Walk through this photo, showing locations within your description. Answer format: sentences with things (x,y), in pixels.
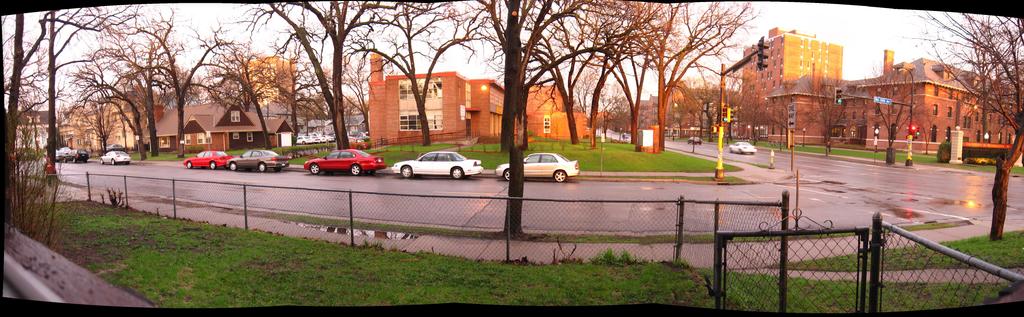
In this image in front (827,264) there is a metal fence (744,248). At the bottom of the image (443,282) there is grass (500,289) on the surface (496,302). In the center of the image (524,172) there are cars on the road (297,177). In the background of the image (495,119) there are trees (245,93), cars (317,139), buildings (378,124), traffic lights (729,113), street lights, directional boards (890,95) and sky (229,15).
